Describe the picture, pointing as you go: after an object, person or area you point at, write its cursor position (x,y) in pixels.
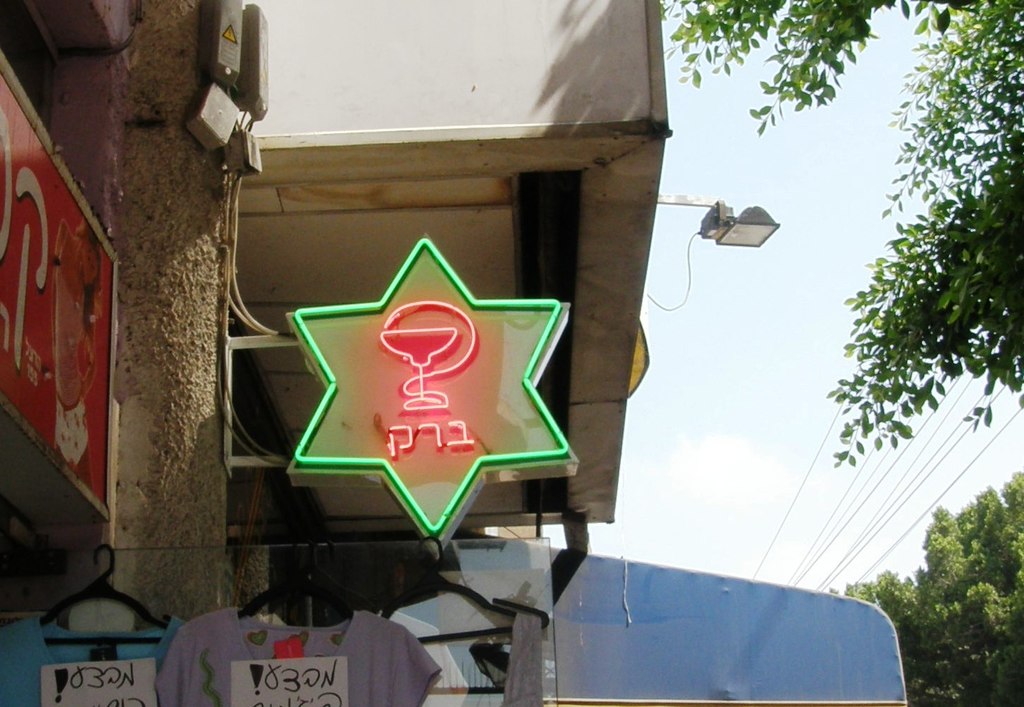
In this image I can see a building (388,159) which is cream in color, few boards (436,319) which are green and red in color and to the pillar (145,298) I can see few objects (254,105) which are grey in color. I can see few clothes (242,626) are hanged with hangers (89,595) to the panel (215,565). In the background (734,283) I can see the sky (759,411), few trees (842,453) which are green in color, few wires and the light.
